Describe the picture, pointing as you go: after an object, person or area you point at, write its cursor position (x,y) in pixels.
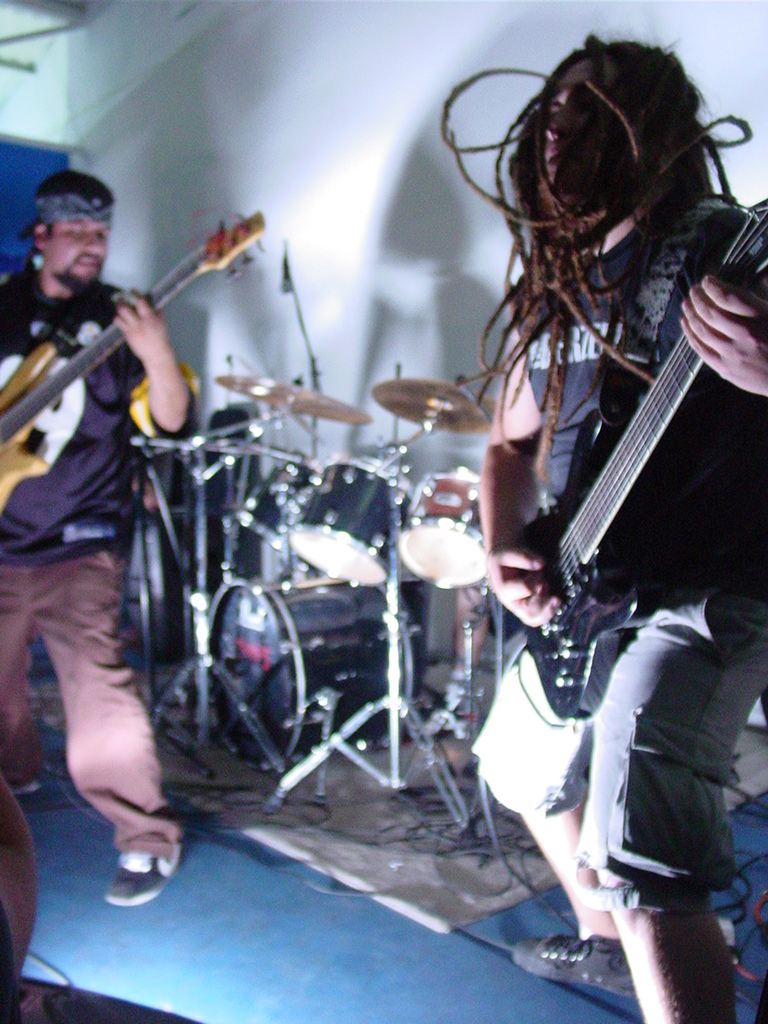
On the background (398,104) we can see a wall (265,115). We can see two persons (718,489) here playing guitars (568,579). We can see drums (293,482) and cymbals (453,390). This is a platform (377,914).
